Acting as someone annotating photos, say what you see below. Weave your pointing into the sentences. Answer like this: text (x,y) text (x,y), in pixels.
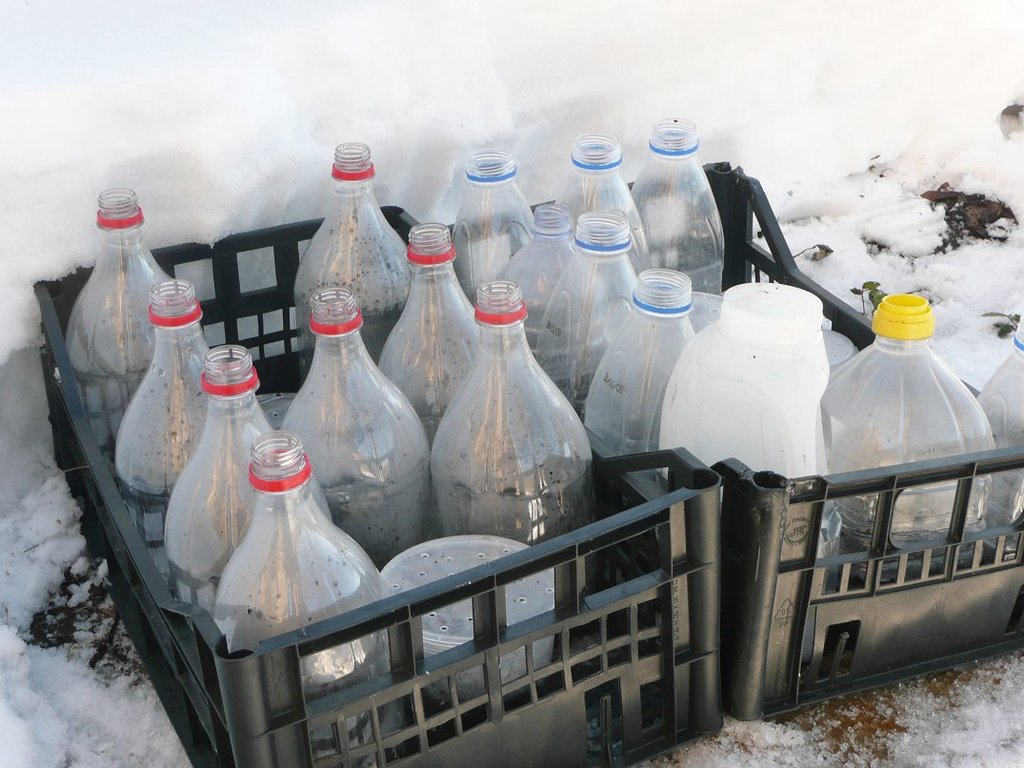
In this image I can see number of bottles (372,209) in containers (775,510). In the background (995,269) I can see snow (698,101).
